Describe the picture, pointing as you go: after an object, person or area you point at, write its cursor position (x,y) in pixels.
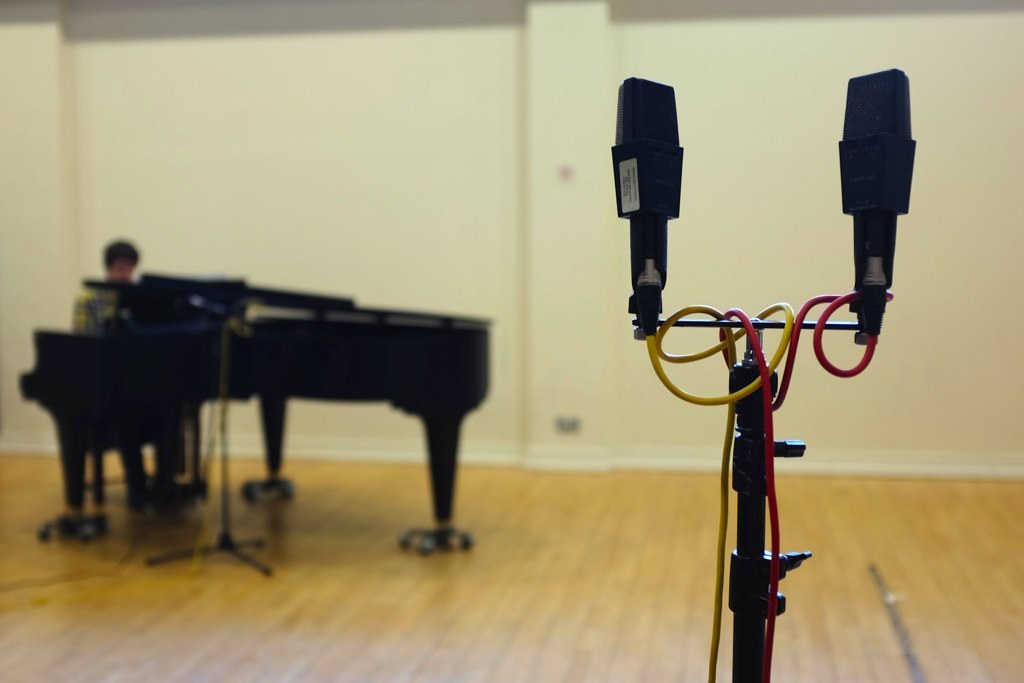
In this image, There is a floor (315,581) which is in yellow color and in the right side (888,182) there is a microphone (666,160) which is in black color and in the left side (199,471) there is a piano (173,385) which is in black color, In the background (114,160) there is a wall (302,108) in white color.
